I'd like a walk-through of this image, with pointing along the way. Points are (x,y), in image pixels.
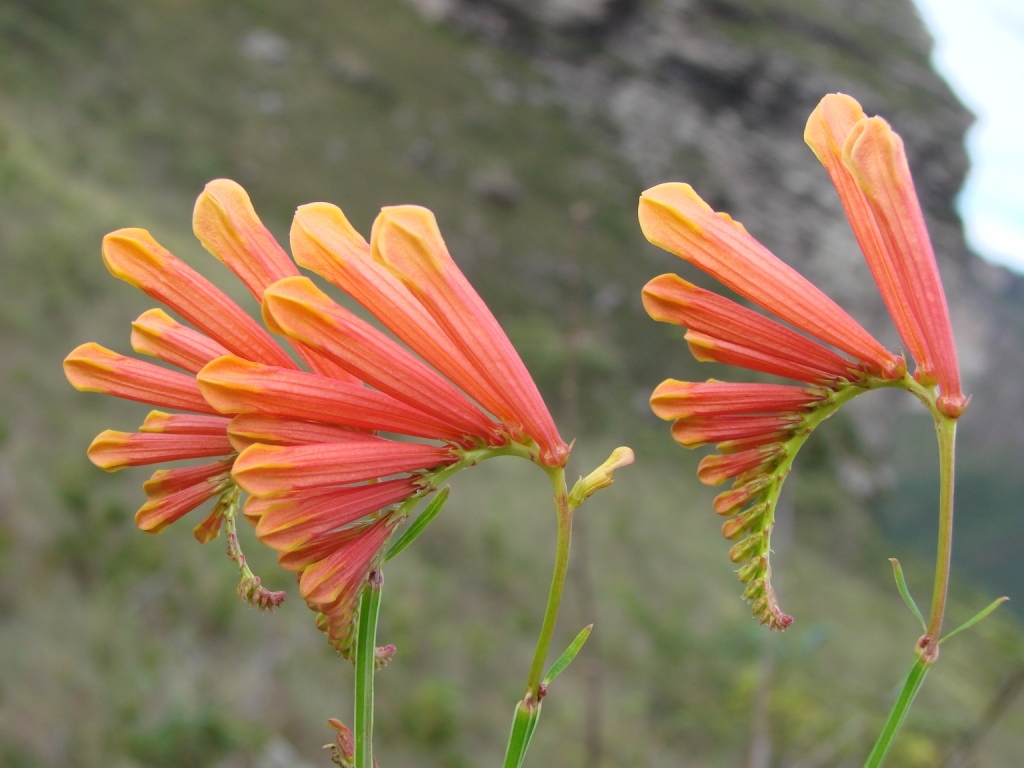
Here we can see flowers (492,372). Background (2,108) it is blur.
